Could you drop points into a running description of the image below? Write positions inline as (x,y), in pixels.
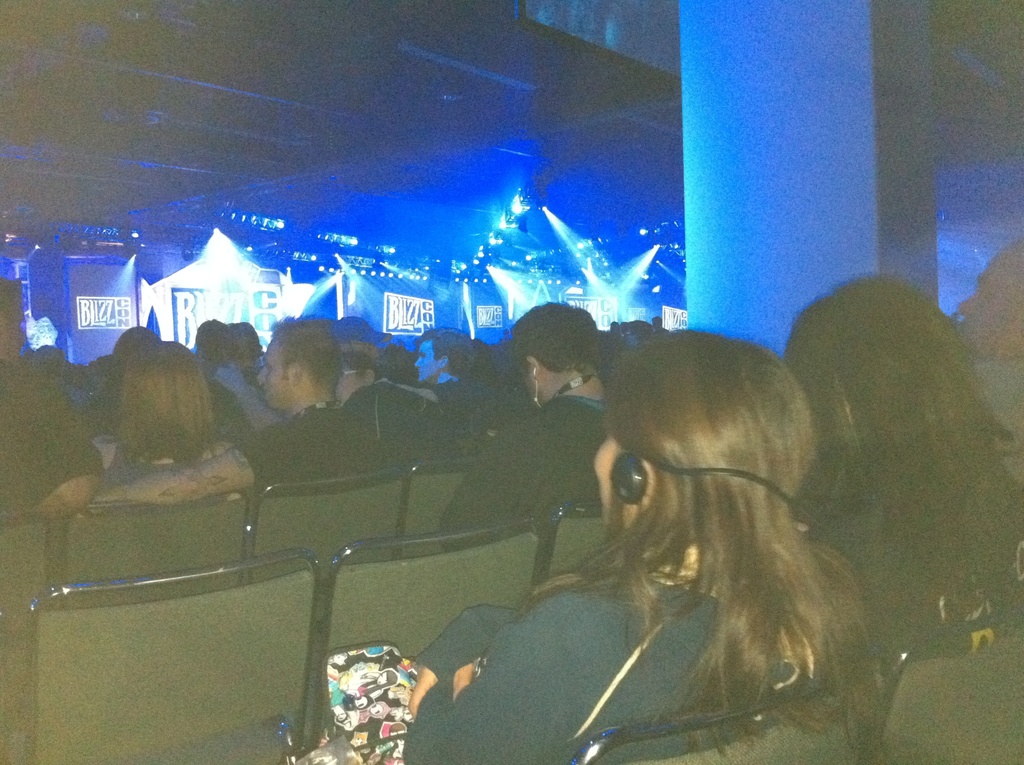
In this picture there are two women (924,426) were sitting on the chair (953,672) and they are wearing headphones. On the background (347,462) we can see many people (456,371) sitting on the chair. At the top (206,248) background (650,267) we can see the focus lights (190,265) and stage (194,283).
